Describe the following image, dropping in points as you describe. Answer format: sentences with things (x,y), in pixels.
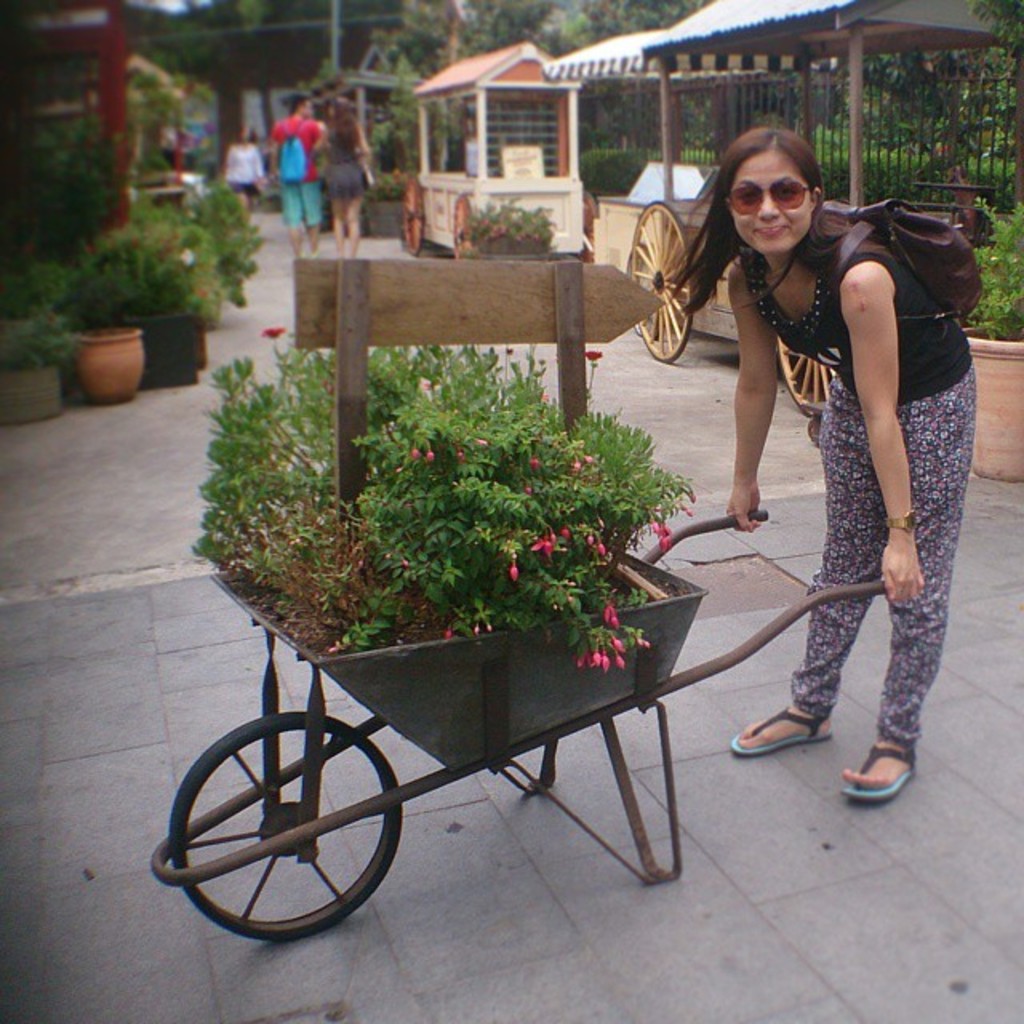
In this picture there is a lady (740,458) on the right side of the image (883,576), by holding a trolley (353,815) of plants (594,510) in her hands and there are other people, plants (401,124), and a net boundary (616,115) in the background area of the image (377,153).
